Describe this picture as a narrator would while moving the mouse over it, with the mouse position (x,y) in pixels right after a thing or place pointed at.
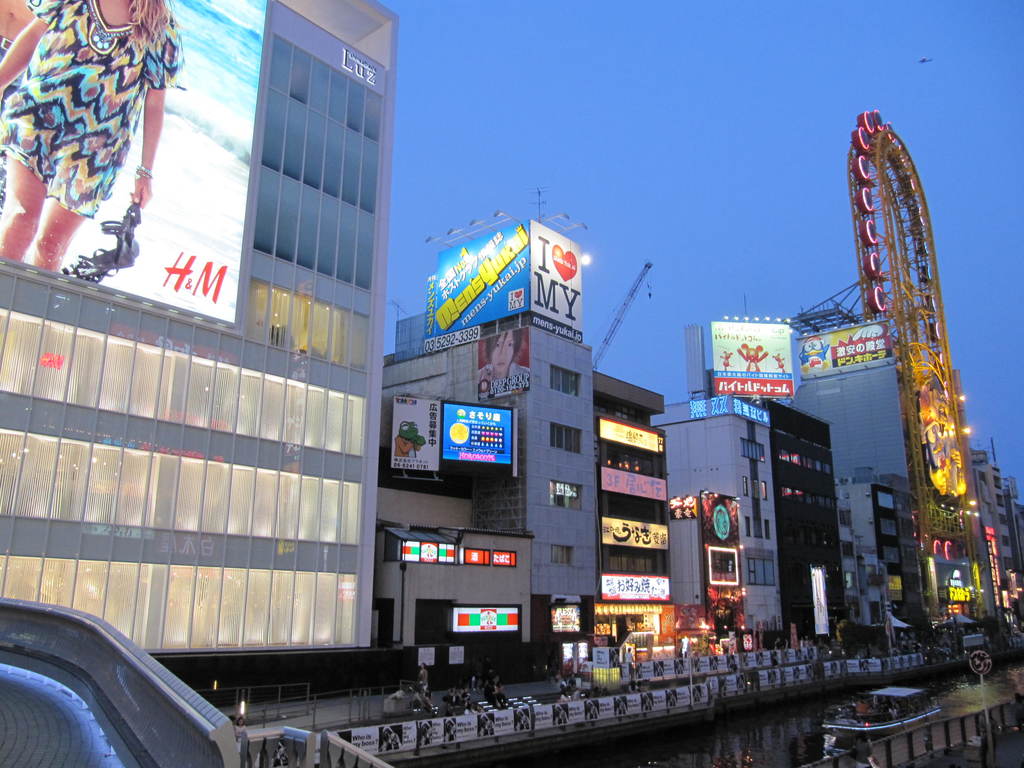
In this picture we can see few buildings (344,494), hoardings (574,253), lights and group of people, at the bottom of the image (821,723) we can find a boat (899,729) on the water (750,726), in the background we can see cranes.
